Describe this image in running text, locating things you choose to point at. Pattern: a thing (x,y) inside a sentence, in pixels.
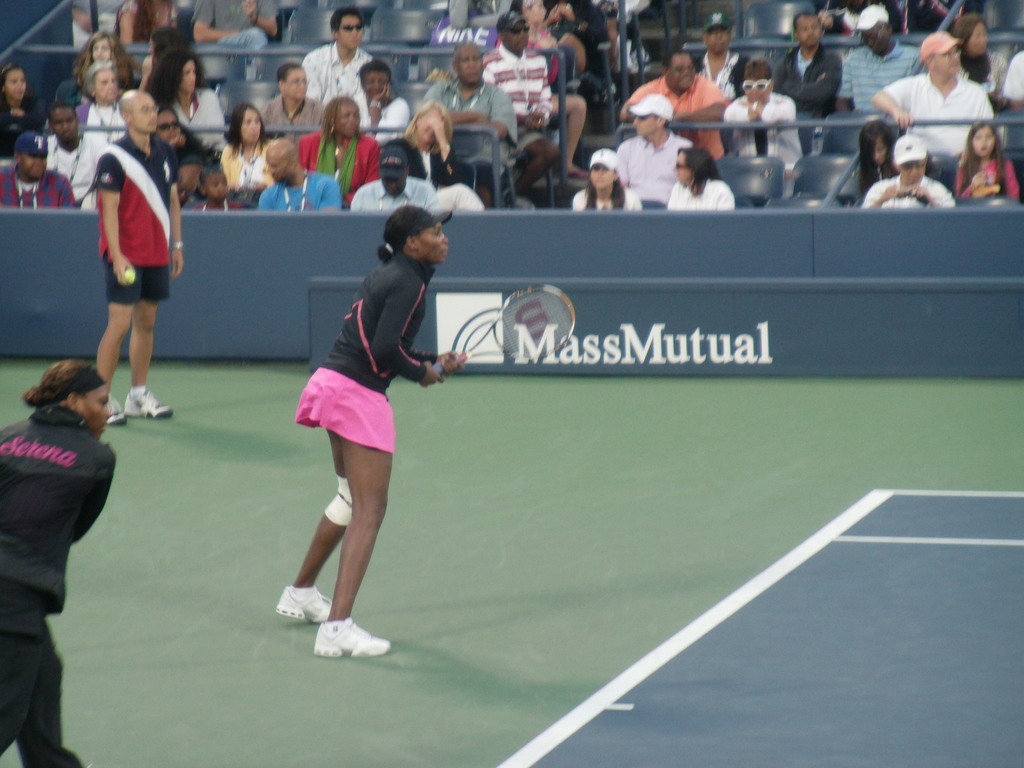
here we can see a woman (371,492) is standing on the floor (477,377) and holding a racket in her hands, and at back (889,108) the group of people (261,192) are sitting on the chair (806,151).
